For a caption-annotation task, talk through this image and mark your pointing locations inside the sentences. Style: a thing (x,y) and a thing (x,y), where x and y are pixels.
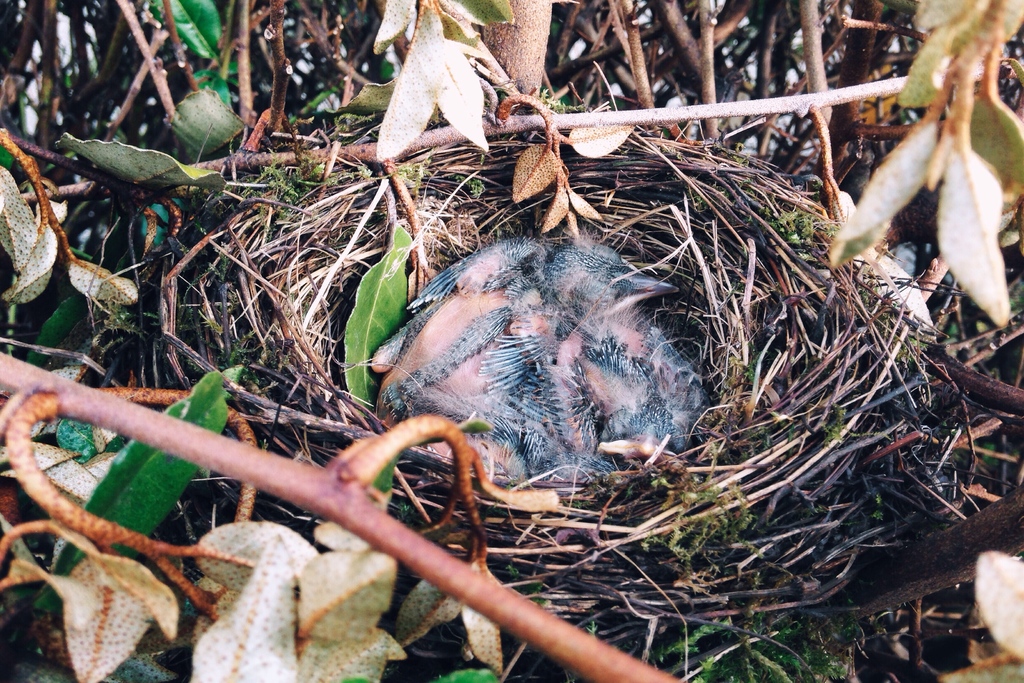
In this image I can see a bird (590,331) in the nest (646,222). In the background (1004,386), I can see the tree (443,577).
